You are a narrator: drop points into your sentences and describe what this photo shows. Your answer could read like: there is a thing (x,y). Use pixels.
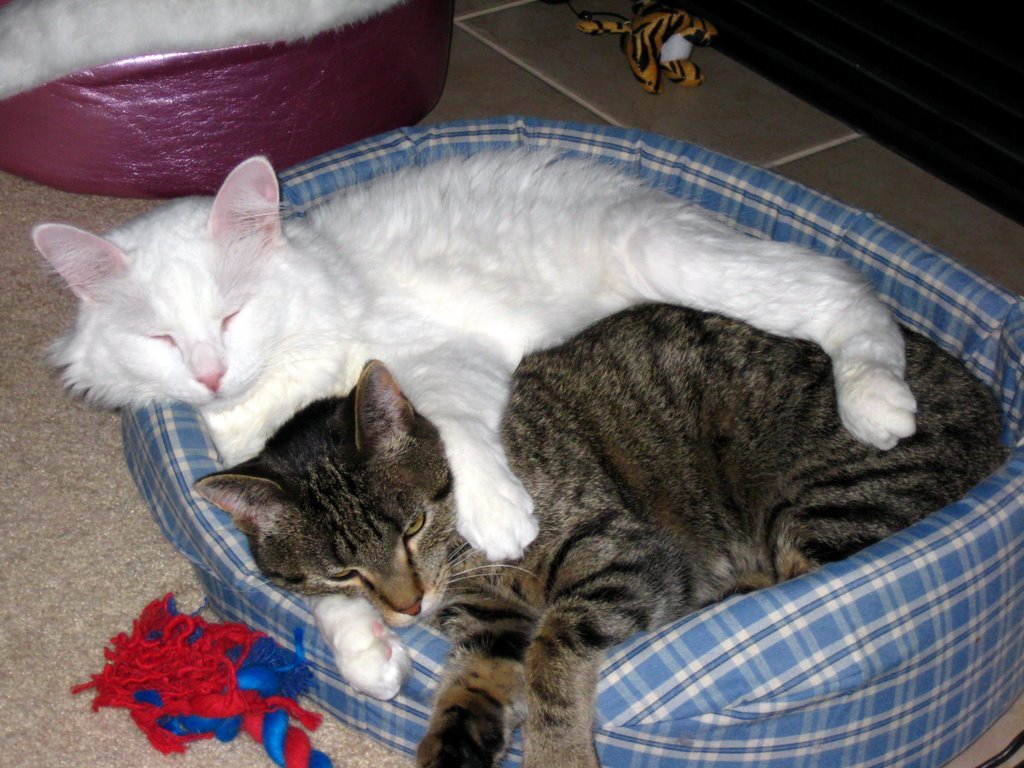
As we can see in the image there is toy (680,34), tiles (775,150), black and white color cats (428,455) sleeping on pet bed (842,740).
